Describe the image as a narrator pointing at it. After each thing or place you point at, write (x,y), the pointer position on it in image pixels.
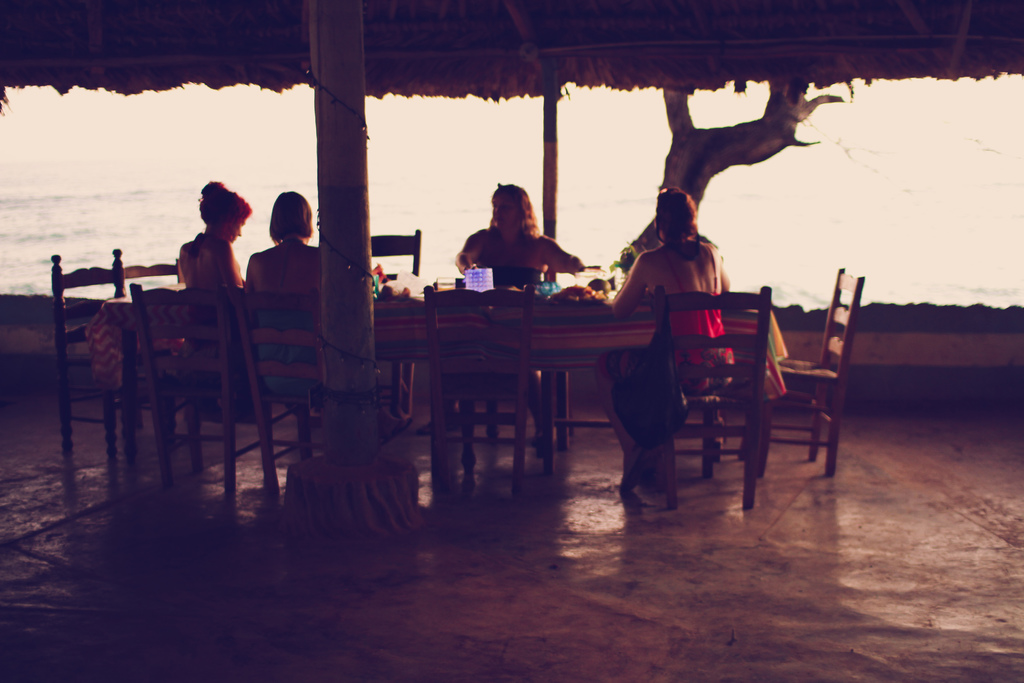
These people (681,271) are sitting on chairs (191,304). In-front these people (225,264) there is a table (418,327) with cloth (405,308) and objects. This is water (177,236) and tree (710,155).
